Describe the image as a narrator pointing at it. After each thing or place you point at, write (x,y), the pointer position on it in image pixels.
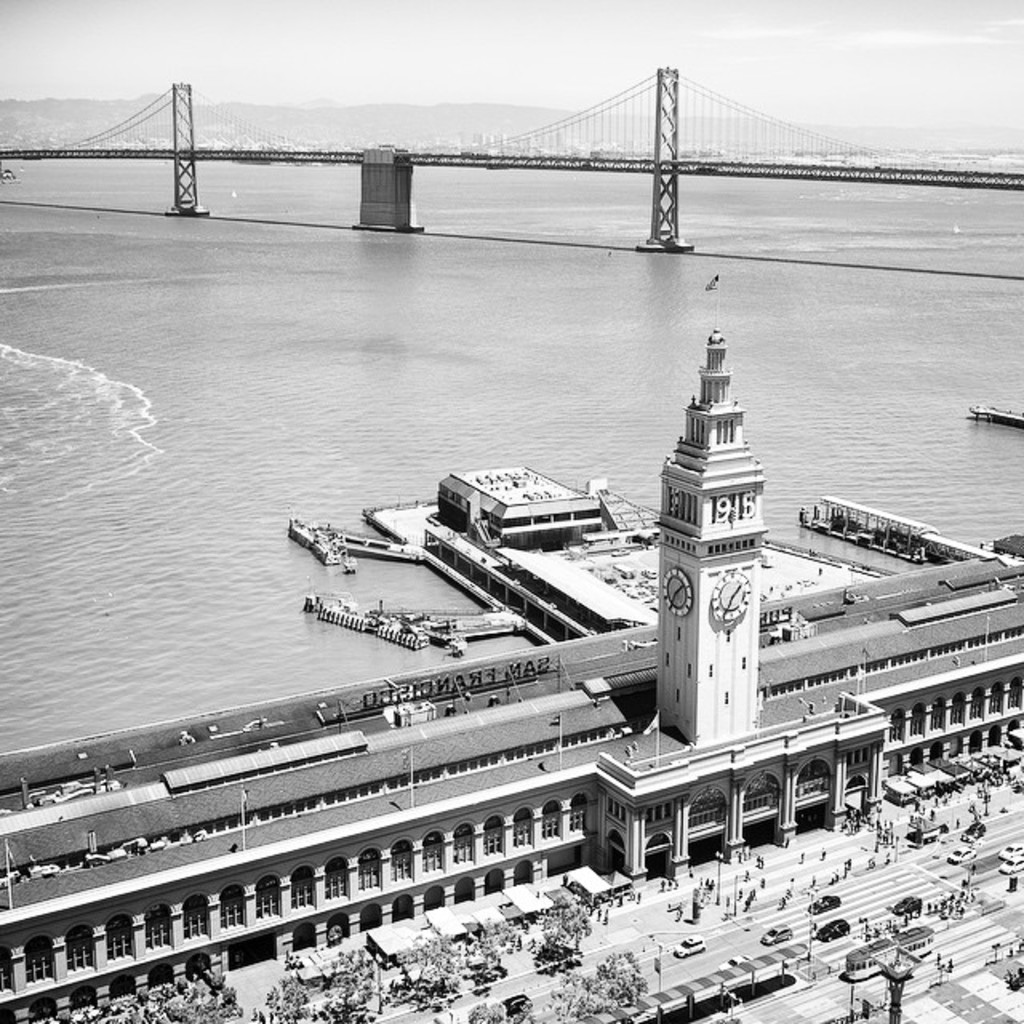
In this picture I can see the roads (751,915) in front (754,928), on which there are number of people (711,895), vehicles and I see few trees (226,1013) and in the middle of this picture (678,545) I can see a tower (717,630), on which there are 2 clocks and I see few buildings (984,633) and I can see the water (525,331). In the background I can see a bridge (566,166) and I see the sky (361,50).
